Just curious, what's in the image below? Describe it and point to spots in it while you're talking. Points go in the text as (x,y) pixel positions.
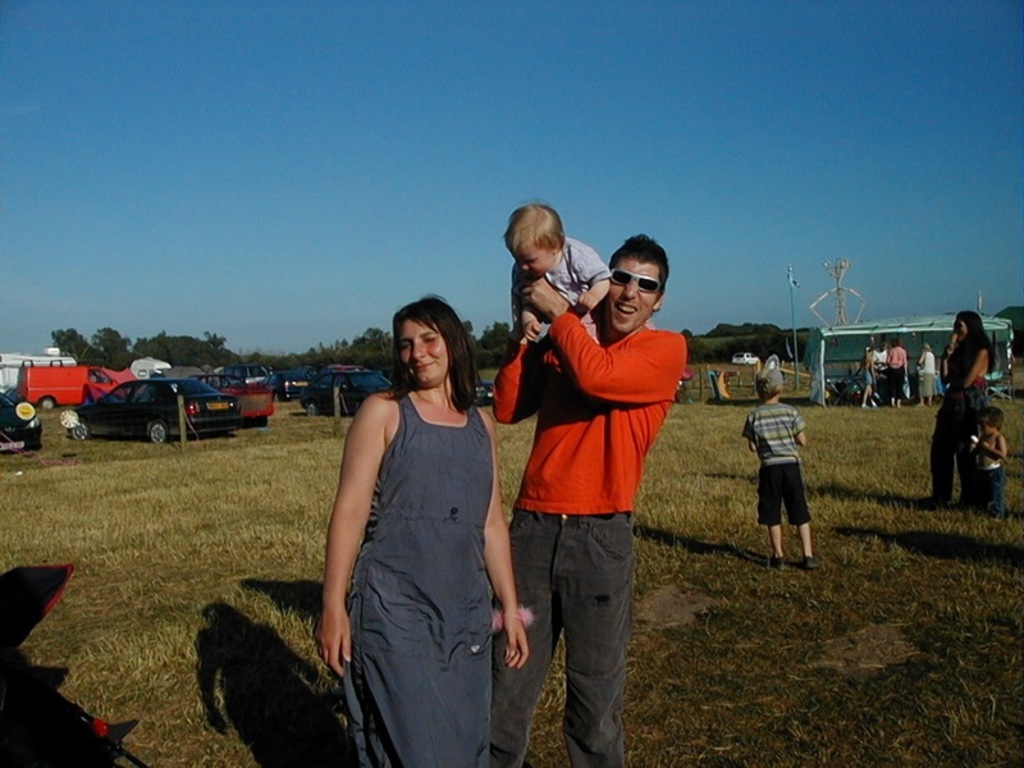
In this image I can see some people (618,543). On the left side (188,426) I can see the vehicles (254,399). In the background (339,364), I can see the trees (726,349) and the sky (299,131).
